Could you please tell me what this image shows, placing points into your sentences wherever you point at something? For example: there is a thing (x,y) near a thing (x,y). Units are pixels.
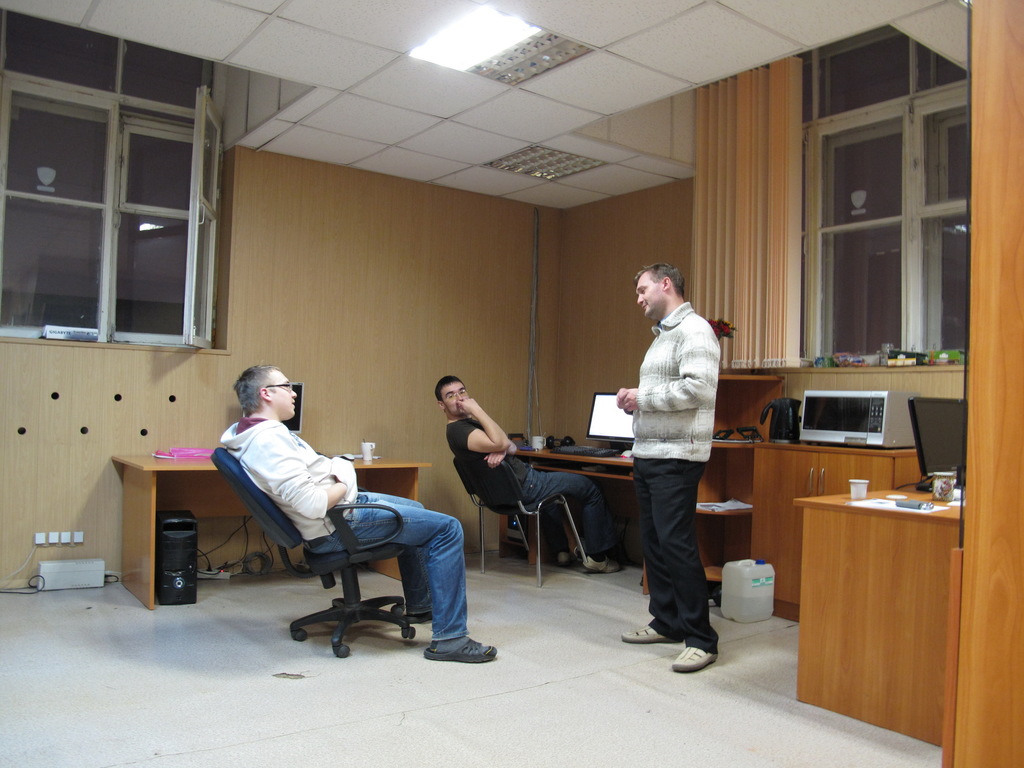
This is a picture taken in a room (336,541), there are two persons (363,496) sitting on chairs (349,529) and the other man (648,469) is standing on the floor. In front of the people (682,367) is a table (840,560) on the table (837,542) there are jar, cup (864,486), paper (875,506), monitor (594,424) and some machine (846,422). Behind the people (355,473) is a glass window (139,274), wooden wall (293,330) and switch board (67,540) and there are ceiling lights (459,60) on the top (457,46).
